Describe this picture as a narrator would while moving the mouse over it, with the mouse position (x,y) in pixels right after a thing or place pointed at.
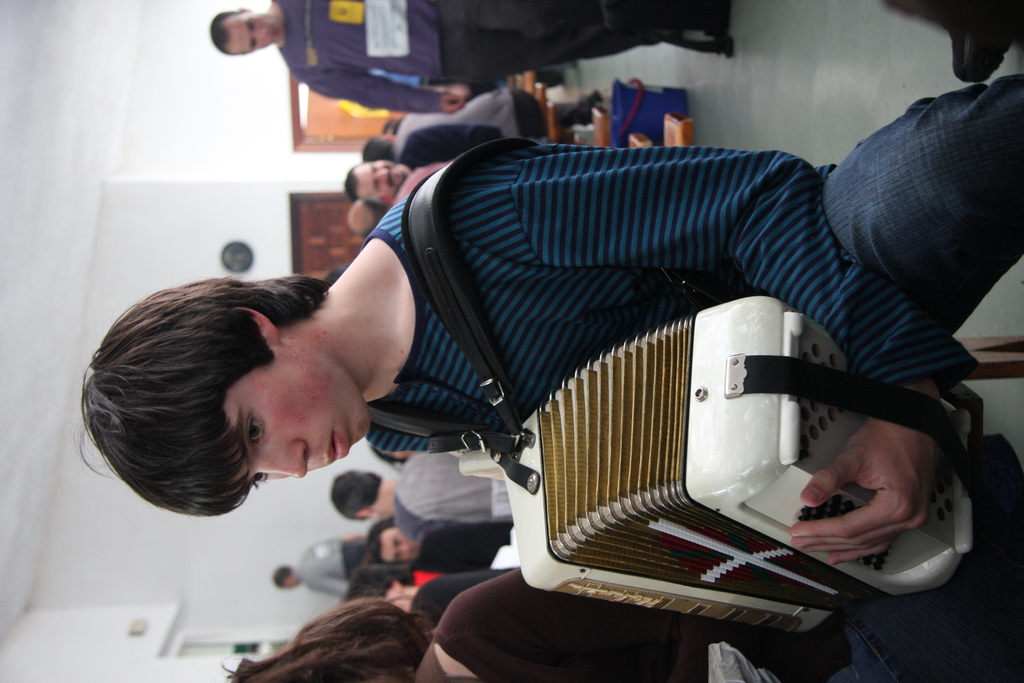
In this image I can see a person (145,381) holding a musical instrument (666,569), the person (682,248) is wearing blue color shirt (684,261). Background (146,610) I can see few other people (366,649) some are sitting and some are standing, and I see few frames (319,149) attached to the wall (121,200) and the wall (127,214) is white color.
